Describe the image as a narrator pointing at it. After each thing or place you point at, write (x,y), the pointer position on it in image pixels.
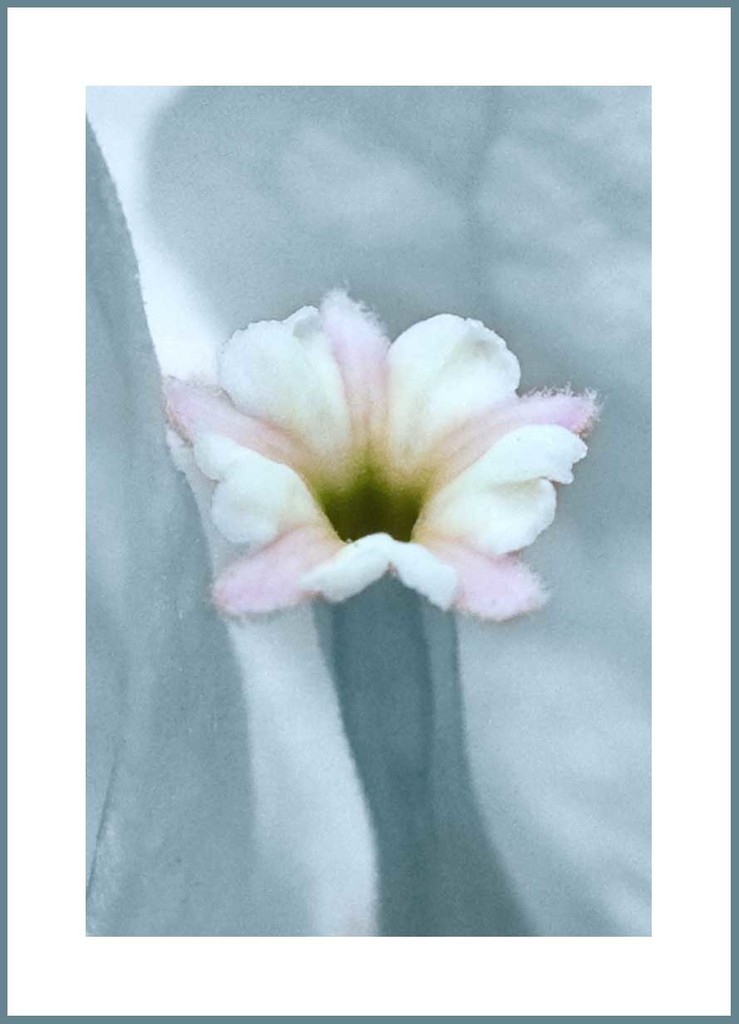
In this image we can see a paint (390,613) of a flower (296,464).
